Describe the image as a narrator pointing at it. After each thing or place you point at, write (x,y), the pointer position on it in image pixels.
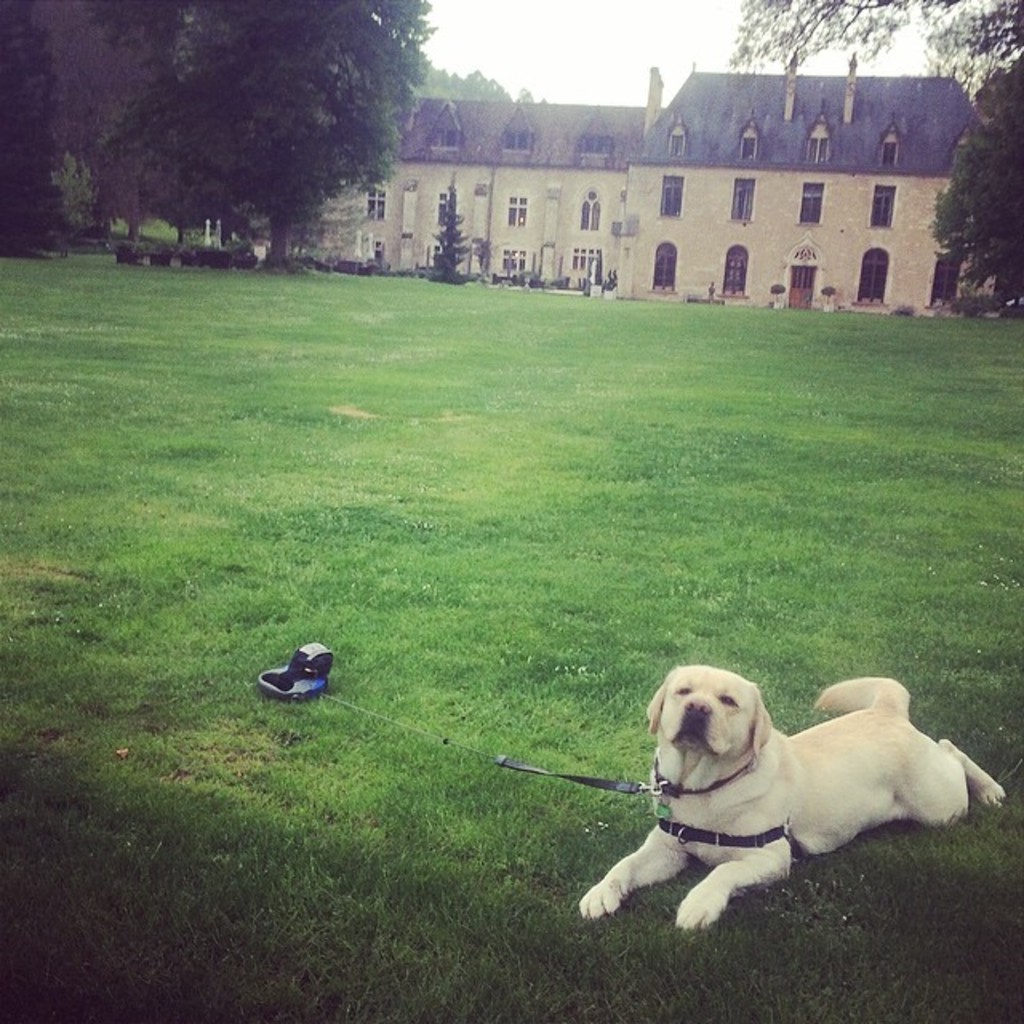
In this image we can see dog (674,816) sitting on the grass (445,698). In the background (221,242) we can see a building (497,212), trees (453,237), plants (424,275) and sky (527,53).
